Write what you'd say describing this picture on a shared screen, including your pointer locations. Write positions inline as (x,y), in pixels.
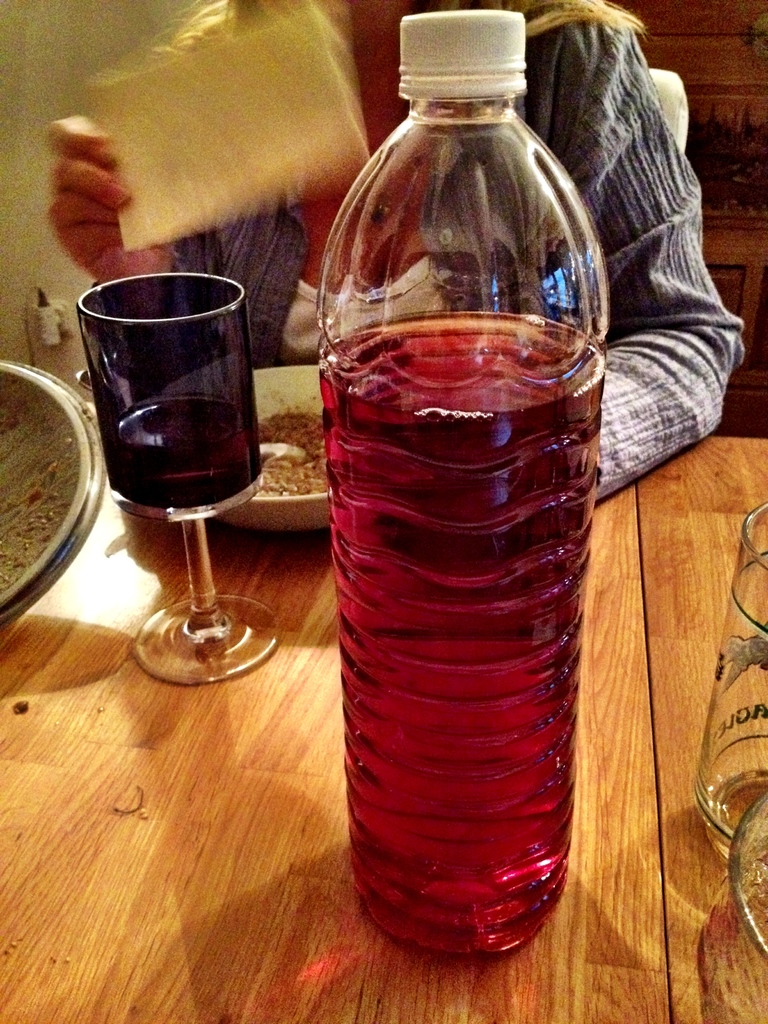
There is a table (280,716). On the table (660,601) there is a bottle (434,607) containing red color water (422,559). There is a glass plate (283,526) on this table (250,795). And there is a person (299,209) sitting over there.
